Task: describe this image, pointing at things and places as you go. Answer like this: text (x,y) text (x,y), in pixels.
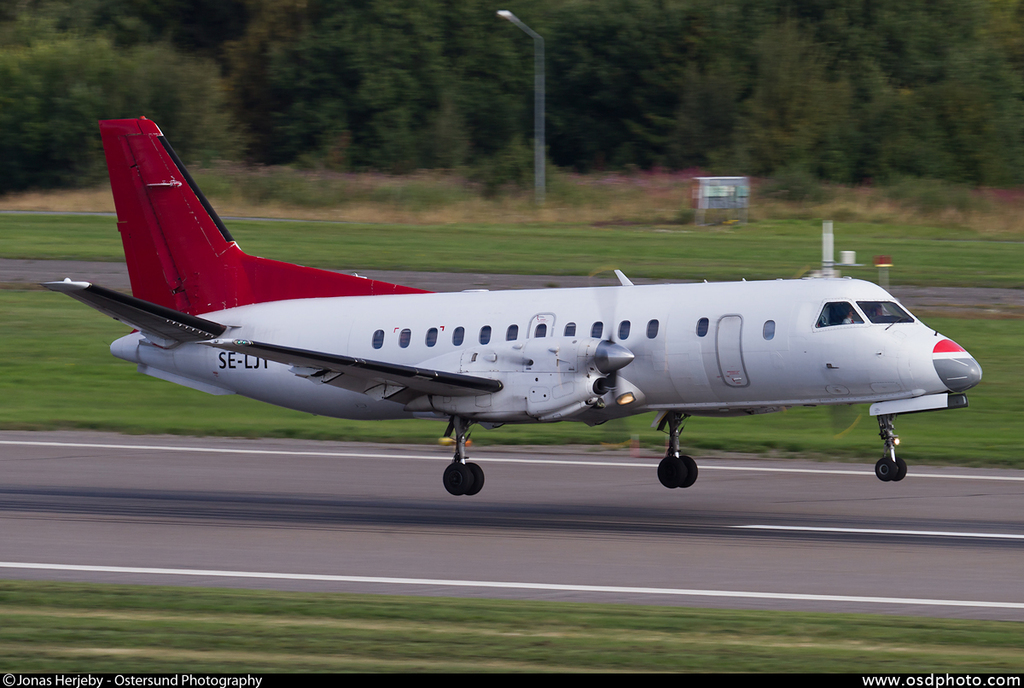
In the picture I can see a white color plane (601,346) is flying in the air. In the background (527,191) I can see a street light (542,45), trees (523,46), the grass (582,234), a road (573,516) and some other objects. I can also see watermarks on the image.
